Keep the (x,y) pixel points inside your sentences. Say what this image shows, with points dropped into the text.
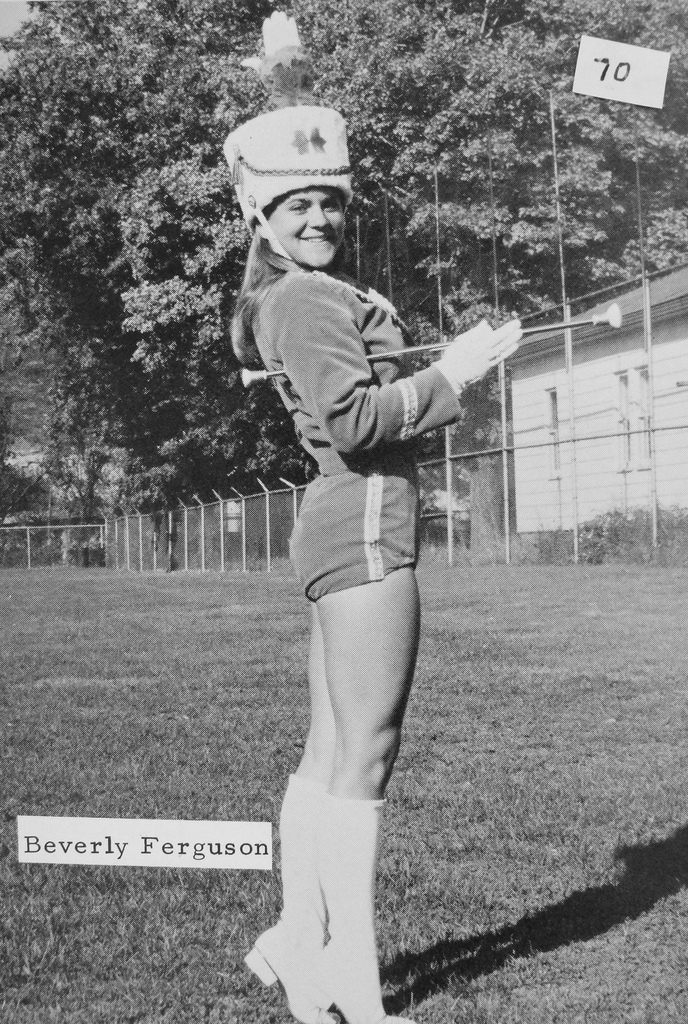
This is a black and white pic. We can see a girl (390,341) is standing on the grass (395,847) on the ground (430,855) and she is holding a stick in her hand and there is a cap (248,206) on her head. In the background (189,549) we can see fence (189,549), poles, trees (671,14), house (667,367), windows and sky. On the left side (118,850) we can see a text (118,850) written on the image.
